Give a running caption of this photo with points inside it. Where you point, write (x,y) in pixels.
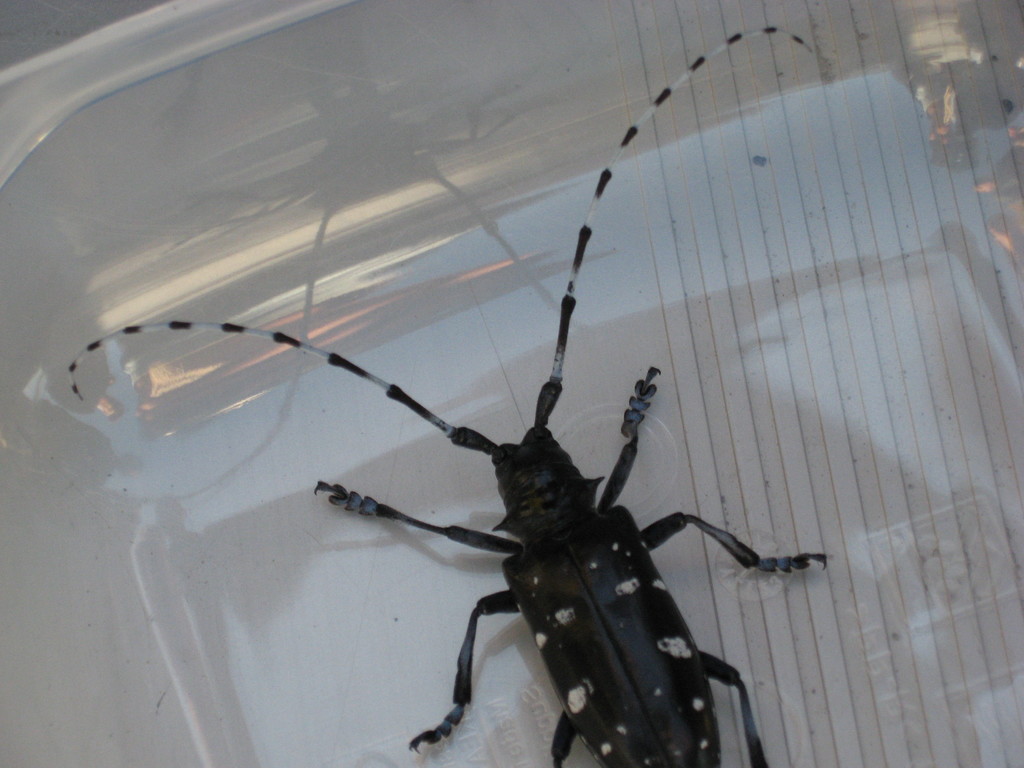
In this picture we can see an insect (646,405) on a platform (48,468).
